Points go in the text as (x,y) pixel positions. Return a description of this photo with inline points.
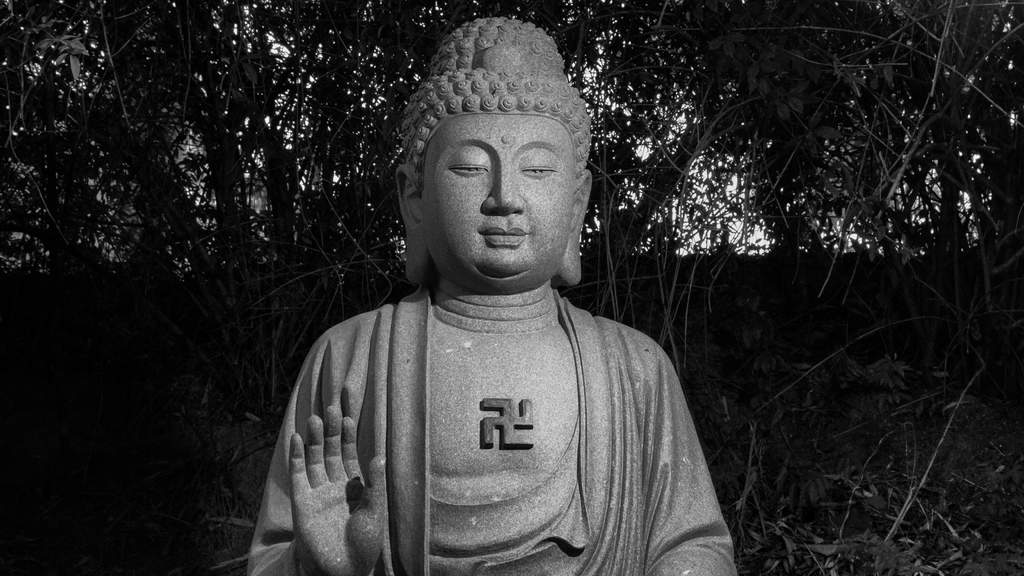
This is a black and white image, in this image there is a sculpture (411,481), in the background (173,308) there are trees (97,293).
